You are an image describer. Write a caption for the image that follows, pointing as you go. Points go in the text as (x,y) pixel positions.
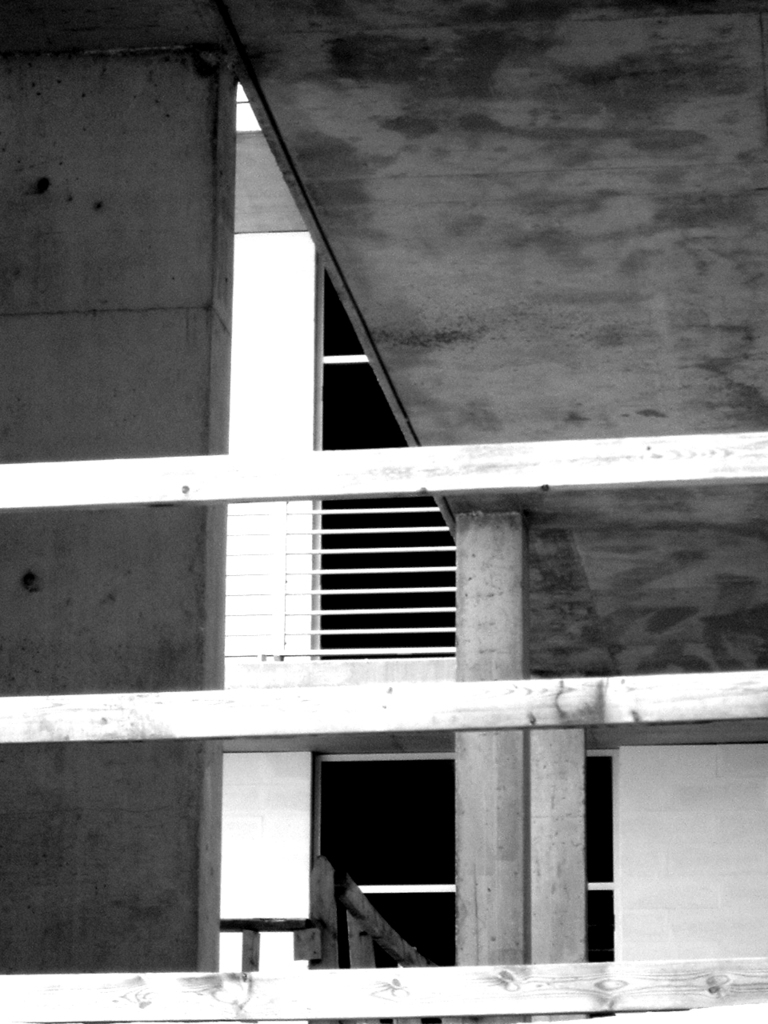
In this picture I can see there is a building (388,578) and there is a railing (424,648). This is a black and white image.
